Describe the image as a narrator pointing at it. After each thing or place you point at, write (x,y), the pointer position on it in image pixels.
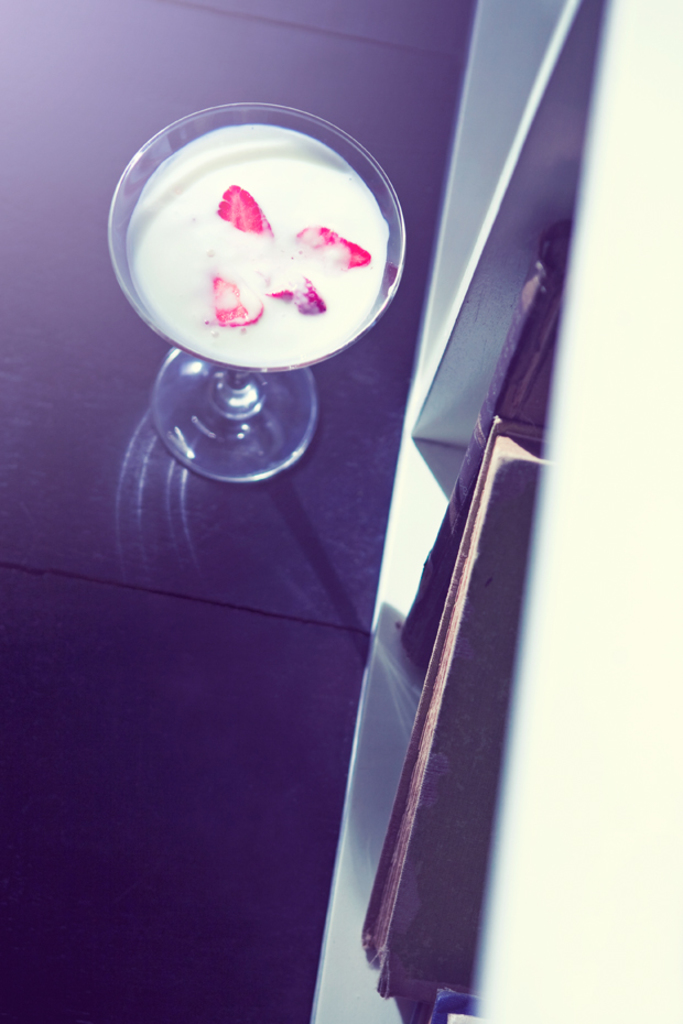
In this picture we can see a glass (226,349) of drink (235,331) in the middle (255,394), on the right side (459,417) it looks like a cupboard (459,417), there are two books (500,483) in the cupboard (471,423).
